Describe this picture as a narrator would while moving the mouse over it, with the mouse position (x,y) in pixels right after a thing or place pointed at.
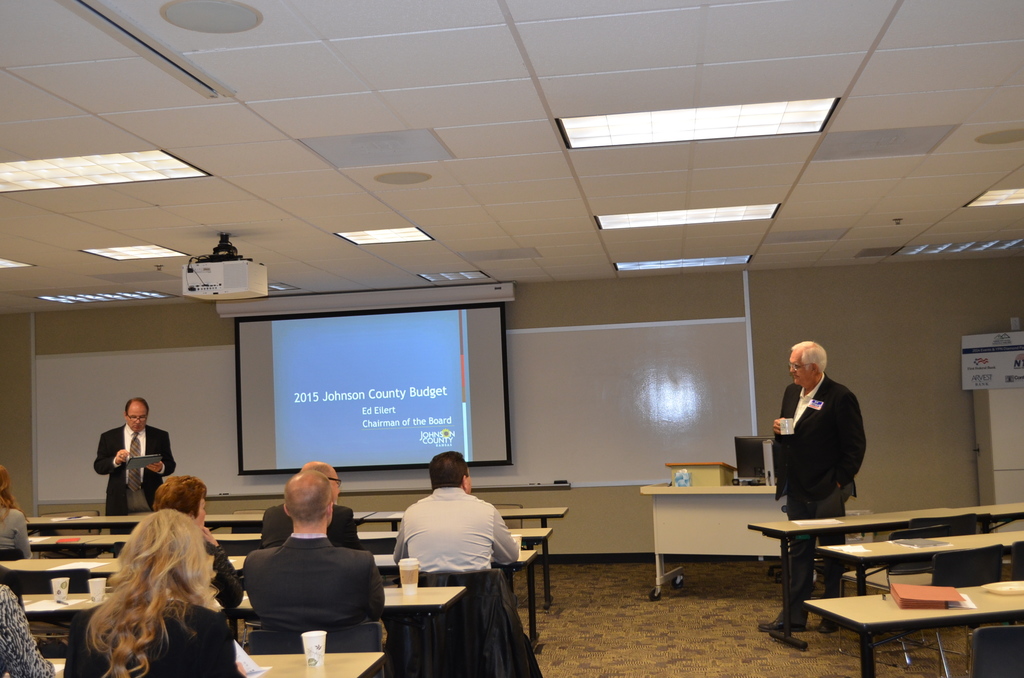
Few persons (288,504) are sitting on the chair (350,642) and These two persons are standing. This person (808,422) holding cup (790,421). On the background (538,366) we can see screen (371,356), wall (830,288). This is floor (641,615). We can see tables (841,532) and chair (960,534), on the table (430,602) we can see cups (317,655), papers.
